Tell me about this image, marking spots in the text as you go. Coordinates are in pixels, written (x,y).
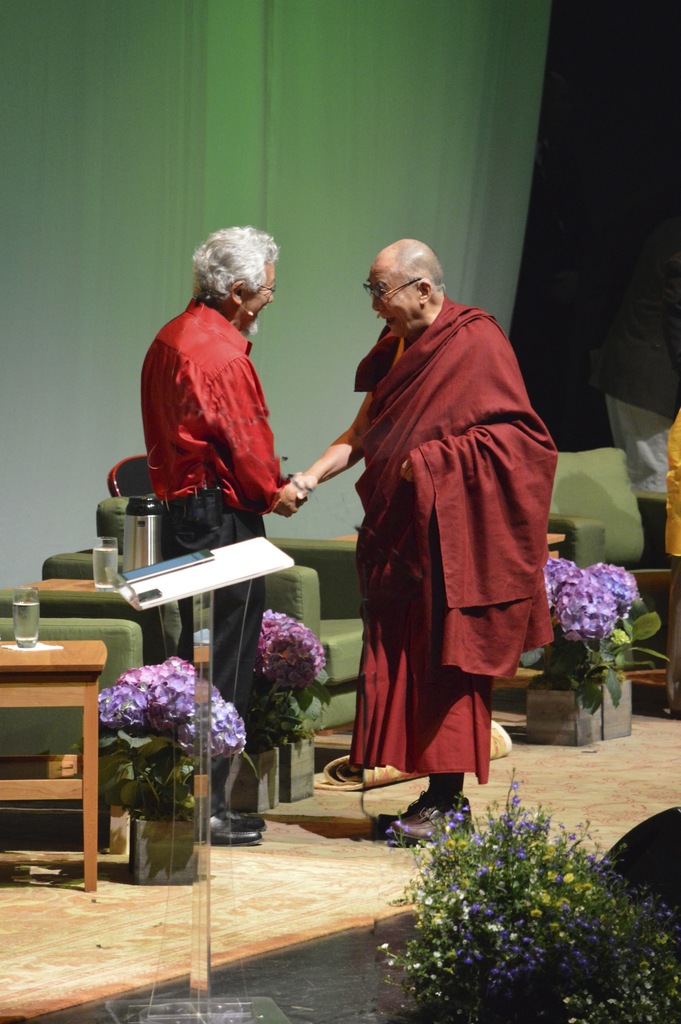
This is the picture of a two person (193,623) standing on a floor (145,921). Background of this people (249,649) there are table (73,655) and chairs (321,624) and a wall (292,385).
